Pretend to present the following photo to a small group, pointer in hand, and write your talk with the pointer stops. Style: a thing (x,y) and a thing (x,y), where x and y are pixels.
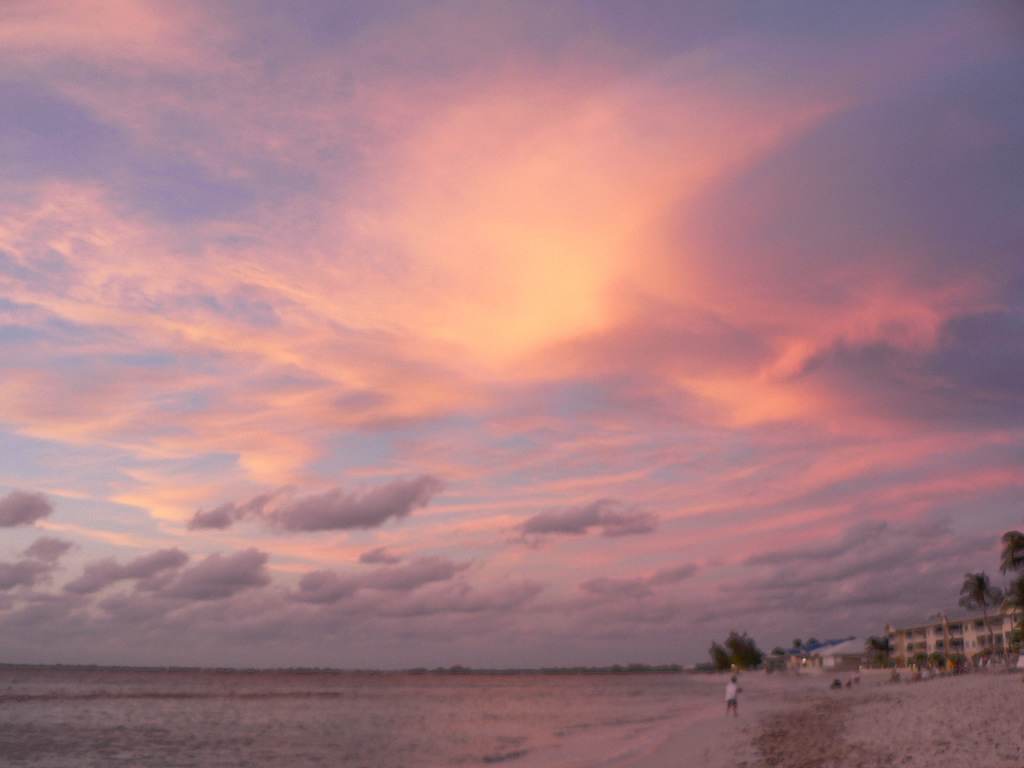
In this picture I can see there are a group of people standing here and there is a beach (899,715) here on the right side (880,703) and there are some trees (872,643) and there is a ocean (591,696) here on to left (240,731). The sky (354,474) is cloudy.
